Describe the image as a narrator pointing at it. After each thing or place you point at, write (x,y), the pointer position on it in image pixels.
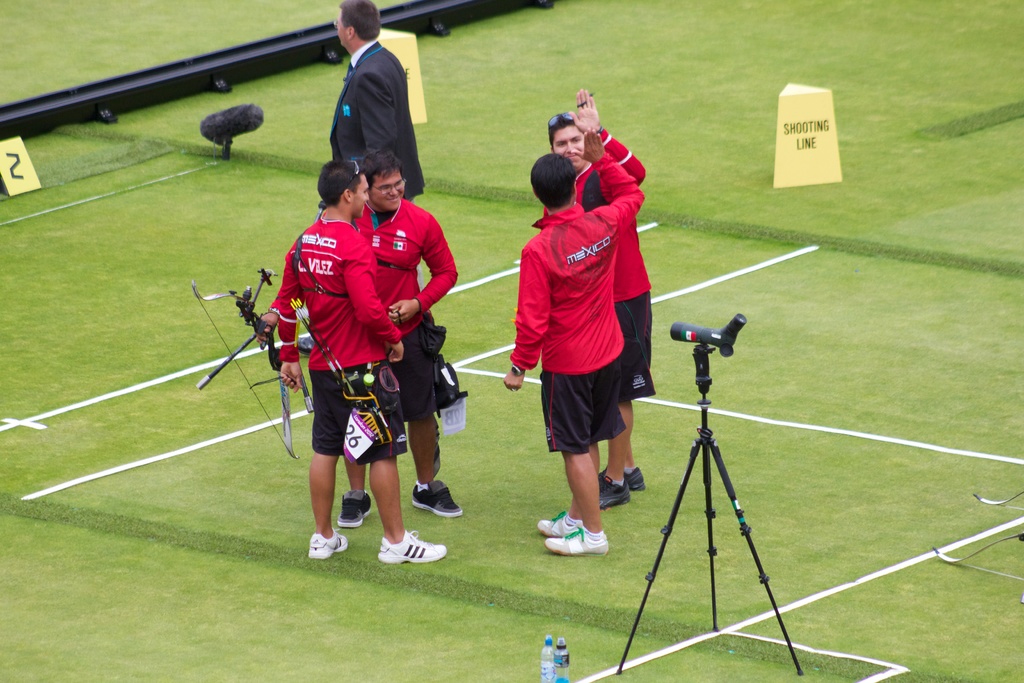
There are objects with some text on top left and right corner. There are Five people (373,16) in the foreground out of which two are holding objects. And there is grass mat (223,482) at the bottom (182,566).
